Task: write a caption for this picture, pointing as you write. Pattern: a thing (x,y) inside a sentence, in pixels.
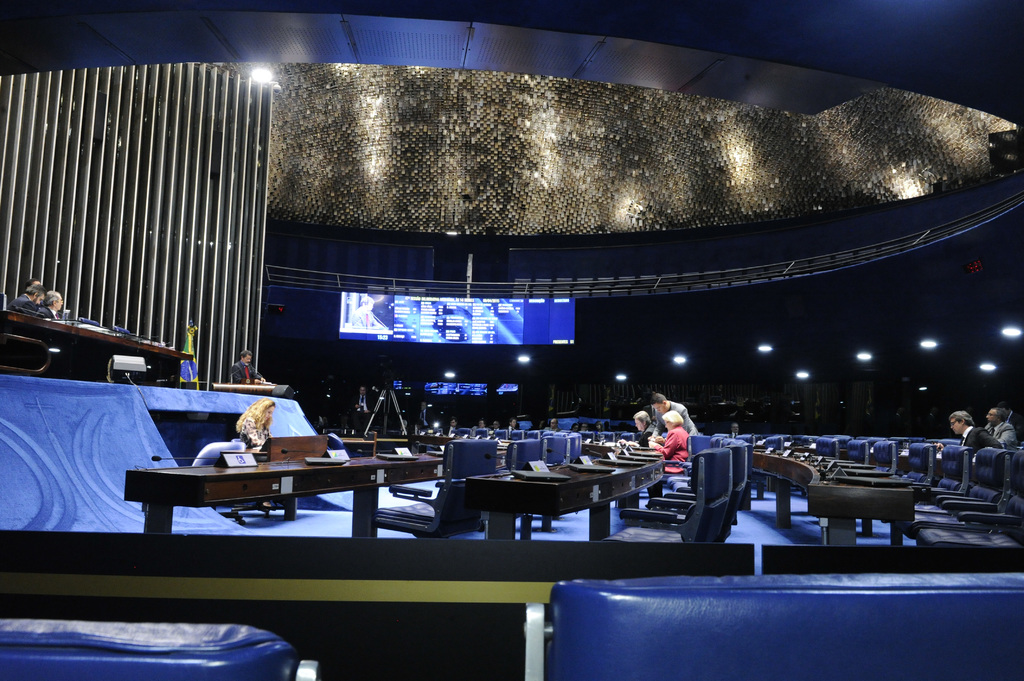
In this image there are chairs (719,592) few people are sitting on chairs (533,433), in front of the chairs (486,450) there is a stage (69,417) on that stage (68,400) there are people (59,307) sitting on chairs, in front of them there are tables (83,346), in the background (566,305) there is a screen (491,325) on top (261,80) there are lights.
